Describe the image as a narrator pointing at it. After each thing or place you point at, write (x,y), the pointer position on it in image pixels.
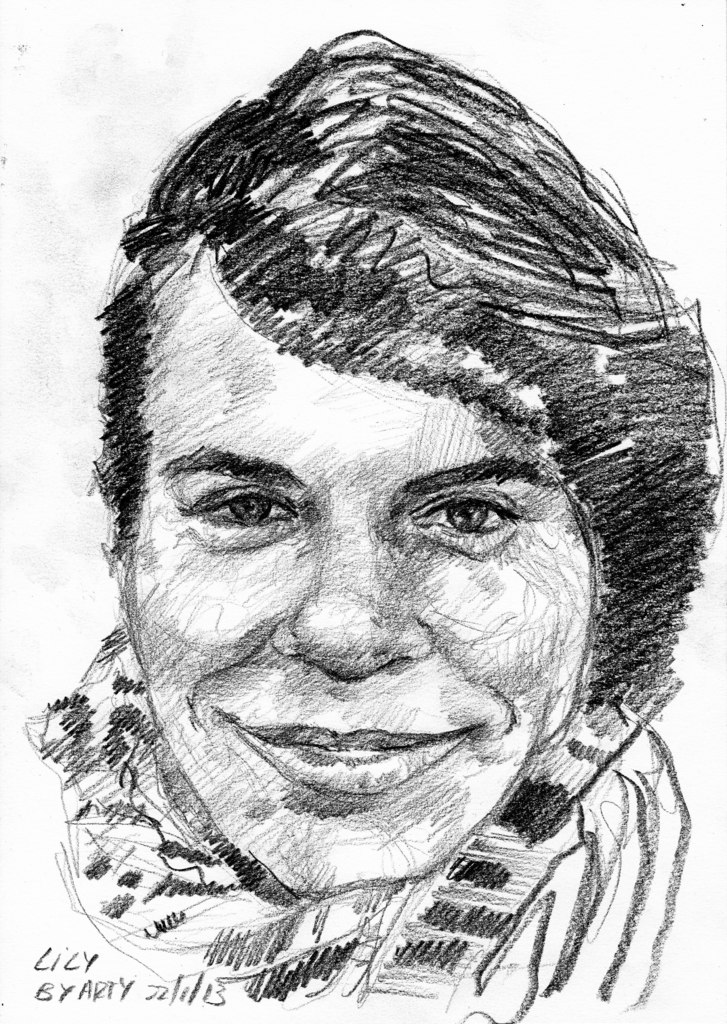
In this image there is a drawing (287,743) of a person (287,743). Left bottom there is some text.
